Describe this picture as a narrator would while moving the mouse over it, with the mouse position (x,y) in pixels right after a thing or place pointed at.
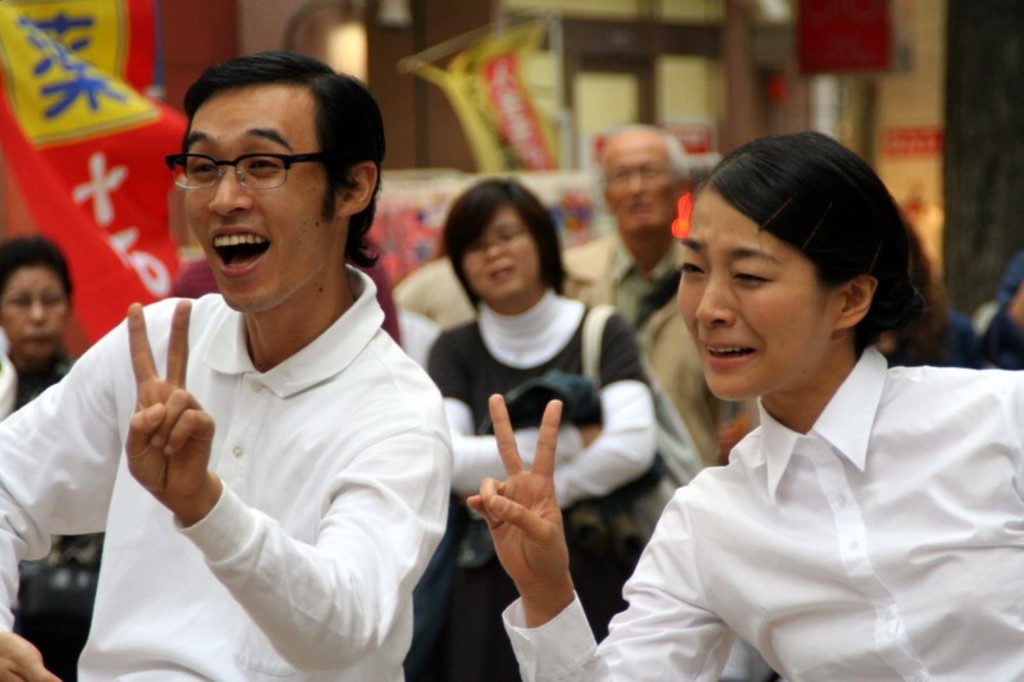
In this image, we can see a man (369,477) and a lady (705,538) smiling and showing their fingers (516,473). In the background (452,116), there are some people (497,196) and we can see banners (75,68).
